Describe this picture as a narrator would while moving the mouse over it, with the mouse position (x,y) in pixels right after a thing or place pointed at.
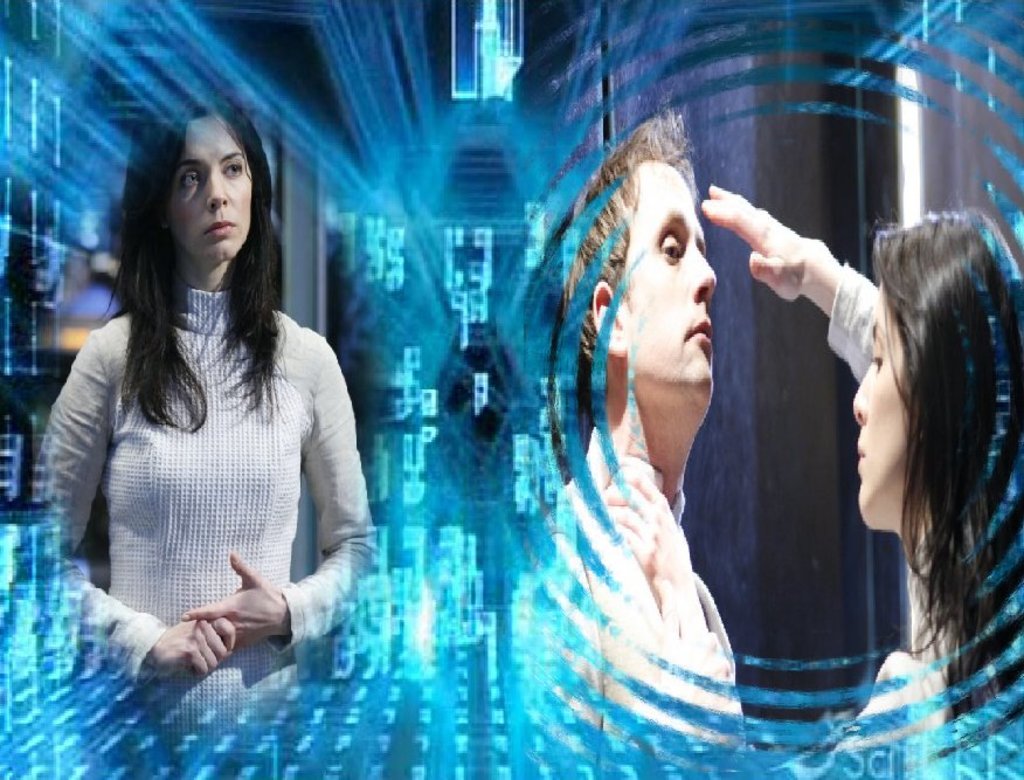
This is an edited picture, we can see there are three people (329,453) on the blue background and behind there are some other things (481,493).
